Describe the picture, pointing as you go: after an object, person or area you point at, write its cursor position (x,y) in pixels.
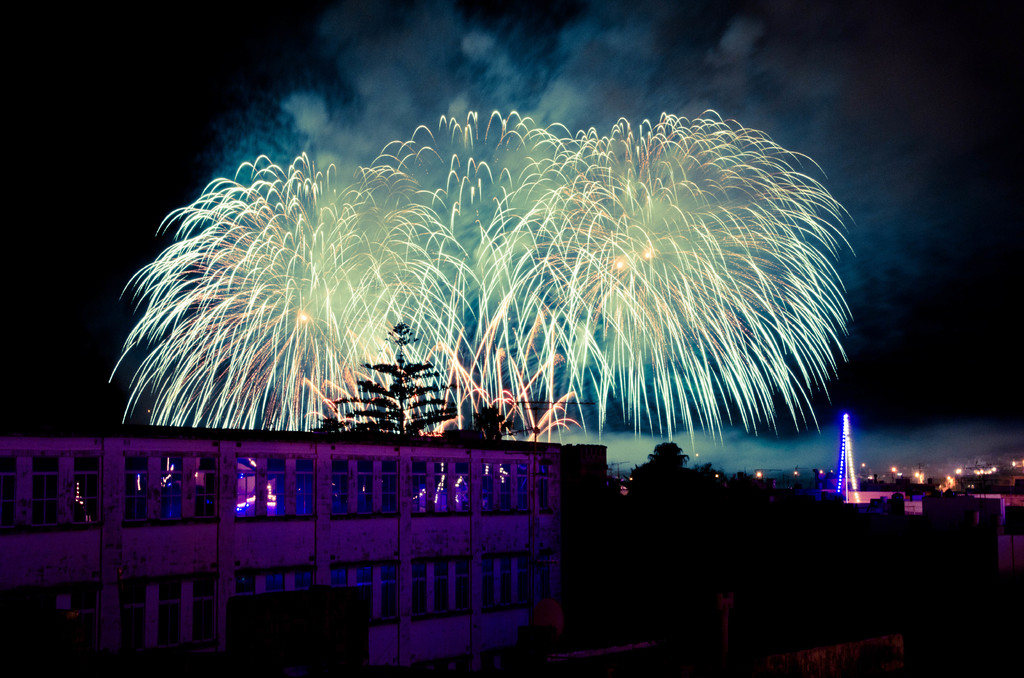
In this image there is building (543,513) beside that there are trees (693,473) and blast crackers (492,349) on the sky (977,287).
